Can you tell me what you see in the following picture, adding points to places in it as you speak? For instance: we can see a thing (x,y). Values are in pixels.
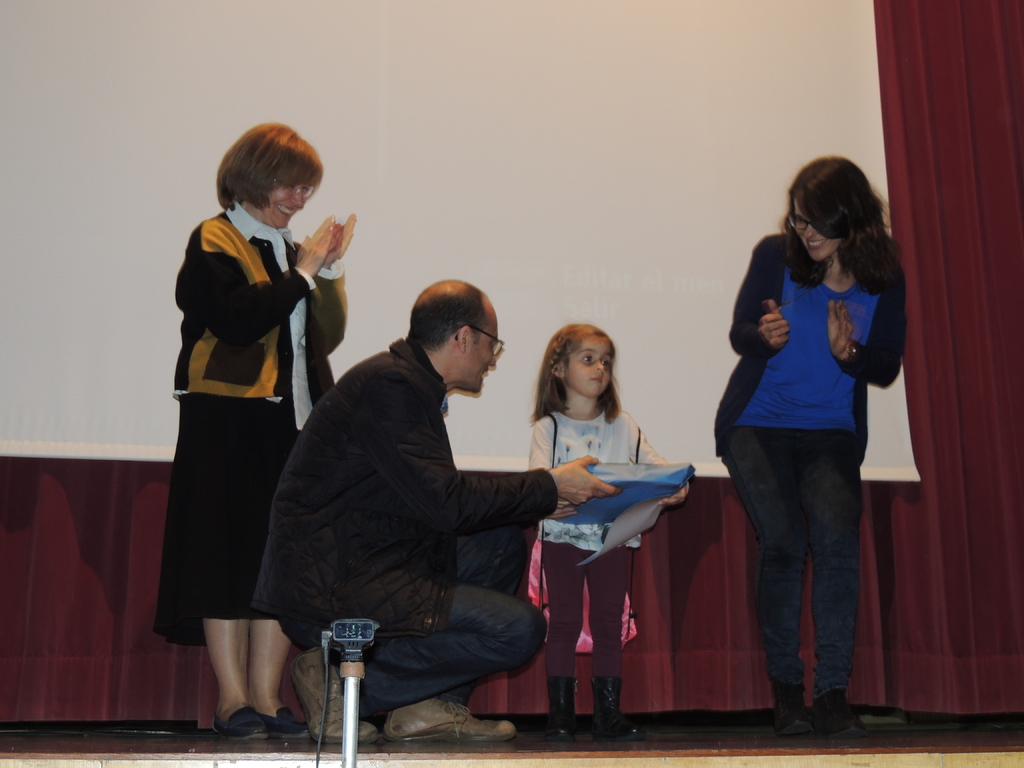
In this image we can see persons (440,589) standing on the floor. In the background (421,233) we can see curtains (939,405) and a screen (469,224).
